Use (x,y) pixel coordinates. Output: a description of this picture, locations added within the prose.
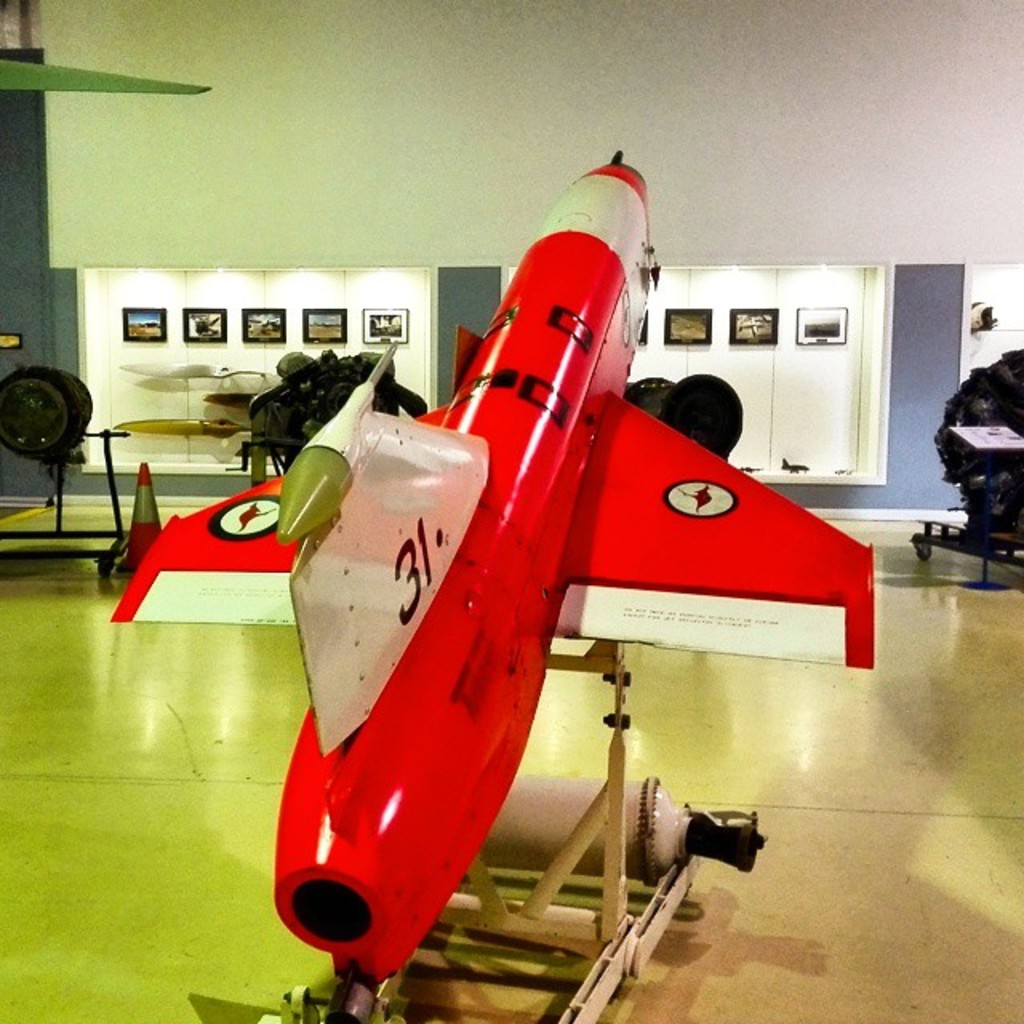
In this picture we can see an airplane (370,712), traffic cone (141,485), stand (983,570) and some objects (8,426) on the floor (815,688) and in the background (357,339) we can see frames (776,336), walls (412,364).
